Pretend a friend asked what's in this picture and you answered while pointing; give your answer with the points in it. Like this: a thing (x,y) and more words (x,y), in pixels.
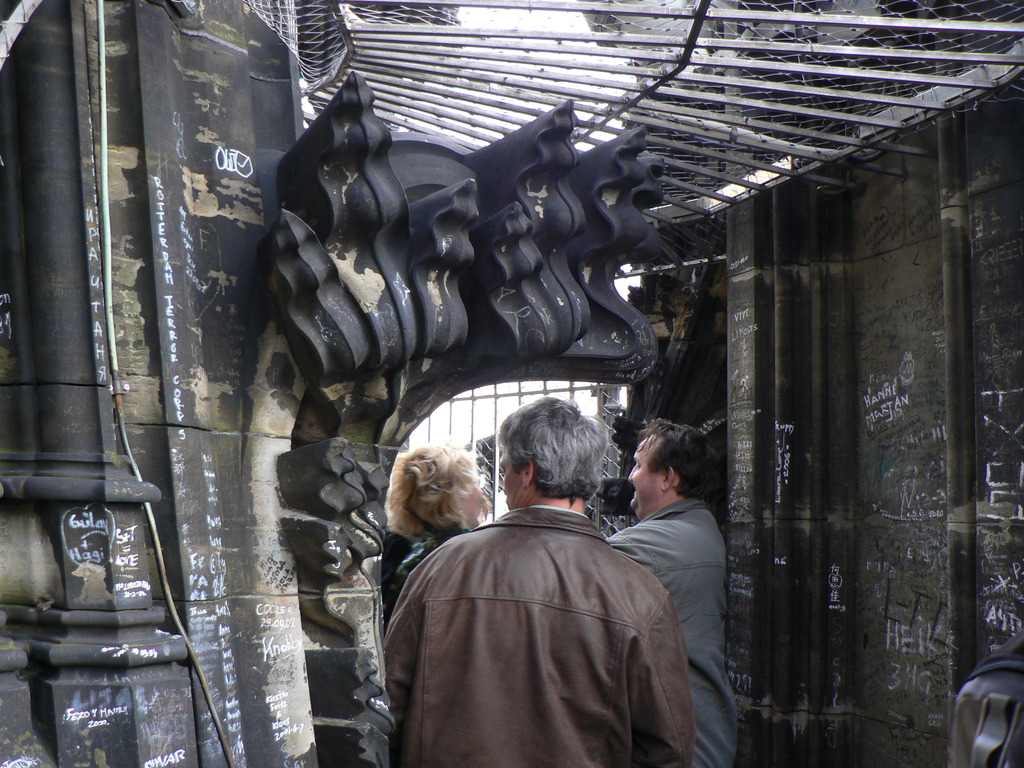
In this image there are a group of people (460,495) standing inside the building (572,104) on the top (526,75) we can see there is a roof (544,68) made of iron grills (544,68).
